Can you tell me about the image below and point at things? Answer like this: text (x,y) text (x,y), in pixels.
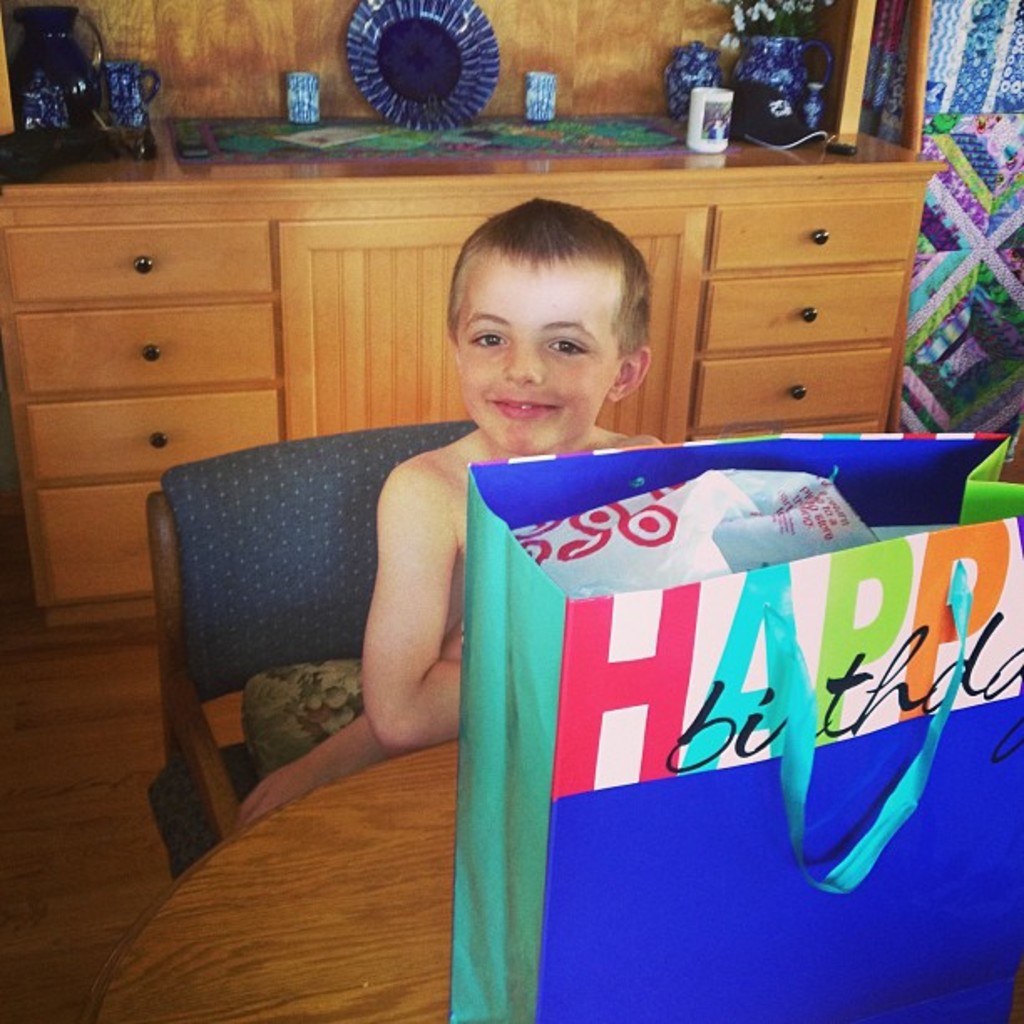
In this image I can see a boy (456,313) is sitting on a chair (366,553) in front of a table (372,813) on which a bag (733,832) is there. In the background (739,238) I can see a table (287,238) on which there are glasses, cups (700,146) and flower vases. This image is taken in a room (5,851).
